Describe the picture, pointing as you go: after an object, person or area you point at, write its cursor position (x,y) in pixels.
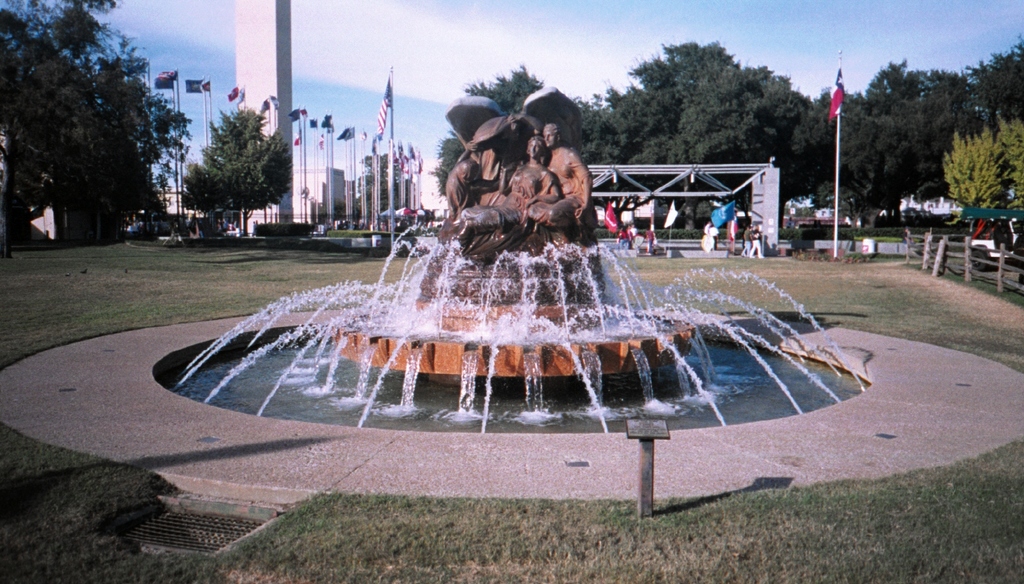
In the center of the image (452,343) we can see the fountain (504,260). On the fountain (516,255), we can see statues (476,200). At the bottom of the image (558,549) we can see the grass (593,534), one pole (649,507) and some object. In the background (823,5), we can see the sky (590,37), clouds (488,57), poles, pillars (251,109), flags (241,100), trees (759,128), grass (889,269), few people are standing, fence (1003,280) and a few other objects (683,169).
